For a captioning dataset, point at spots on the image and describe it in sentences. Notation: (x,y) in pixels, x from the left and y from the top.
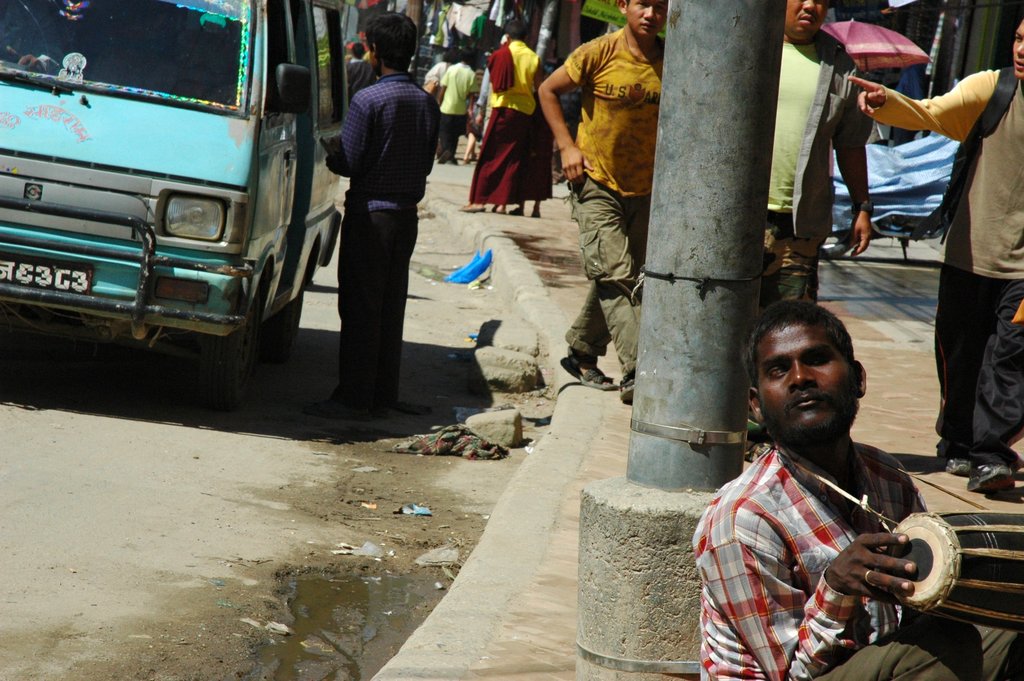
In this picture we observe a blue color van (319,195) is to the left side of the image (160,140) and pedestrians (519,186) are along the right side of the road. There is a guy (801,491) sitting on the road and playing drums (943,554).
